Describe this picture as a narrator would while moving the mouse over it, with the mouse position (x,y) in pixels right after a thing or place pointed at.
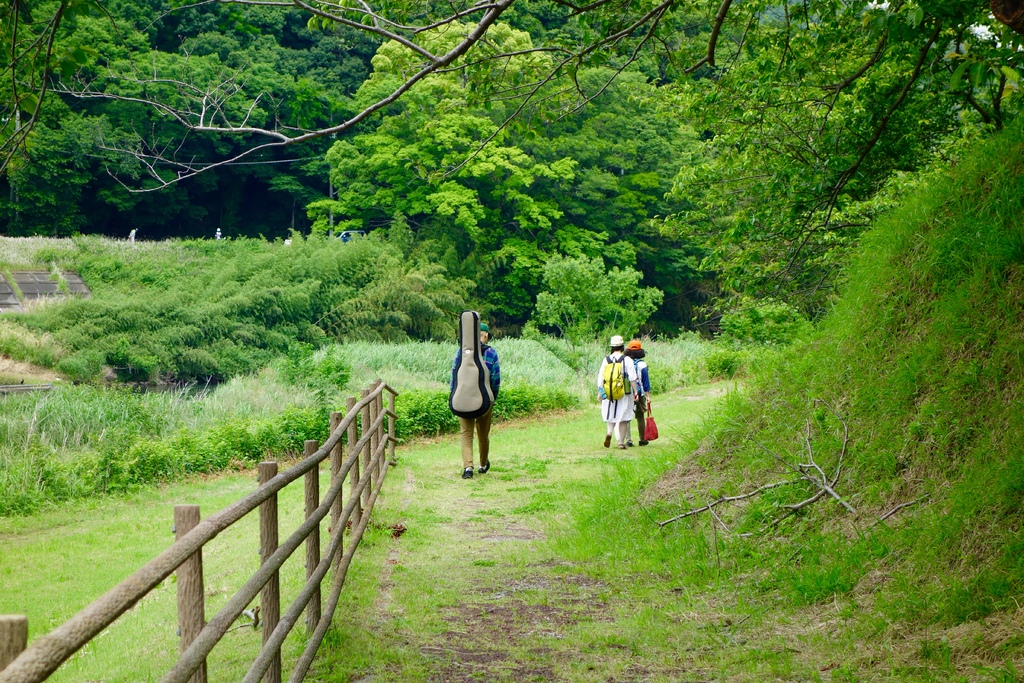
In the image there are few persons (485,401) walking in the path (555,437) with a fence (363,437) on the left side (270,553) and there are plants (186,359) and trees (657,164) on either side of the image on the grass field (949,622).
